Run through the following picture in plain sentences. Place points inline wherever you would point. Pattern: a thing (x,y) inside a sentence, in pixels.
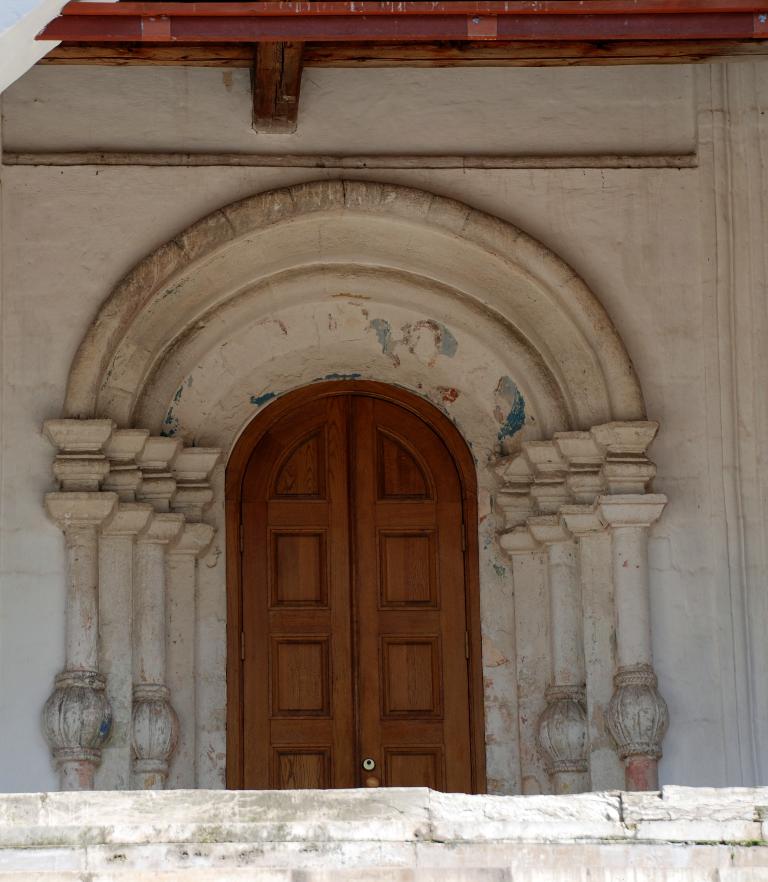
In this picture I can see there is a wooden door (321,572) and there is a sculpture (76,555) on the wall (38,88). There is a wall (292,832) in front of it and there is a wooden roof (453,39).
